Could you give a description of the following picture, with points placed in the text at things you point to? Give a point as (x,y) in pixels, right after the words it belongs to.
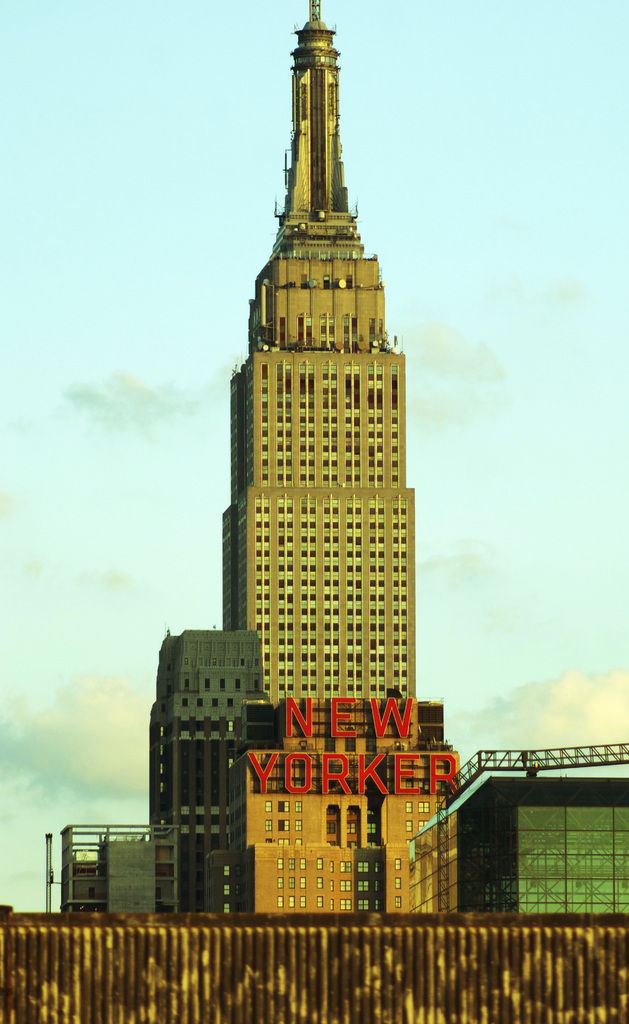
In this image we can see few buildings (568,805), a building (331,767) with text (348,756), a wall (68,968) in front of the building (345,810) and the sky (220,353) in the background (473,684).
